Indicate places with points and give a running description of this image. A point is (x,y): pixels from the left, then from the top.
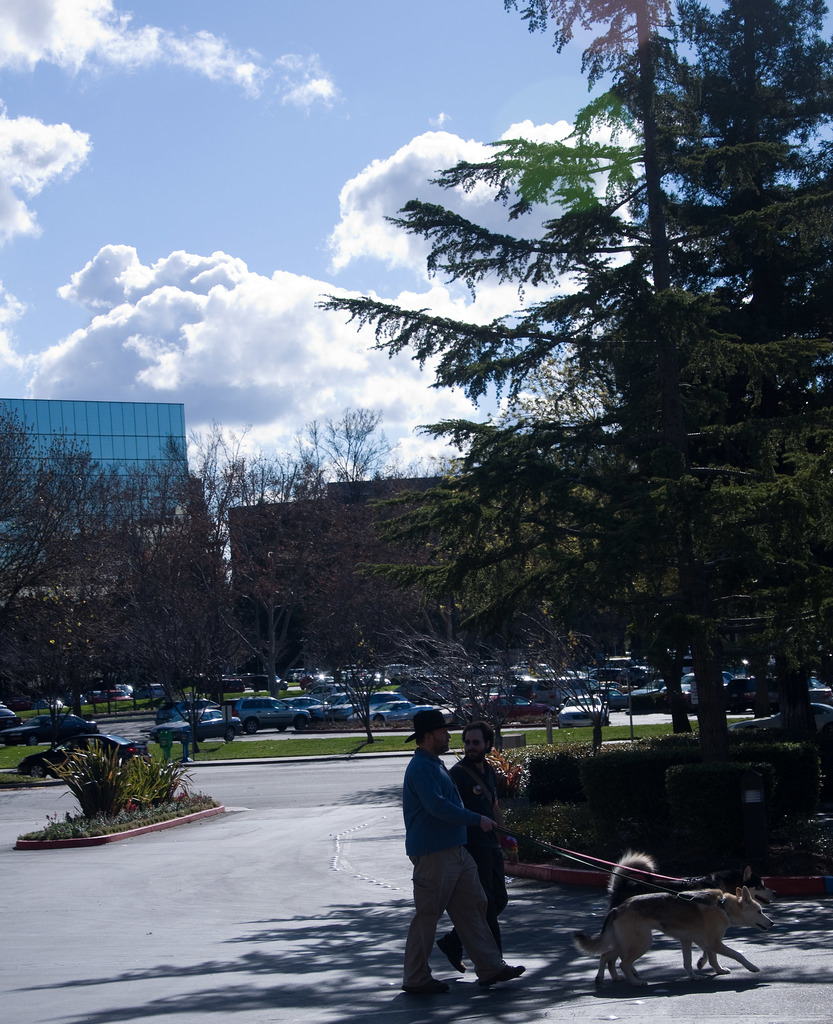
In this image we can see two men (485,847) walking on the road (144,848) holding the dogs (727,908) with its leash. We can also see some plants (576,759), grass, a group of trees (573,668), a group of vehicles (638,681) on the road (146,863), some buildings (402,623) and the sky (234,278) which looks cloudy.
